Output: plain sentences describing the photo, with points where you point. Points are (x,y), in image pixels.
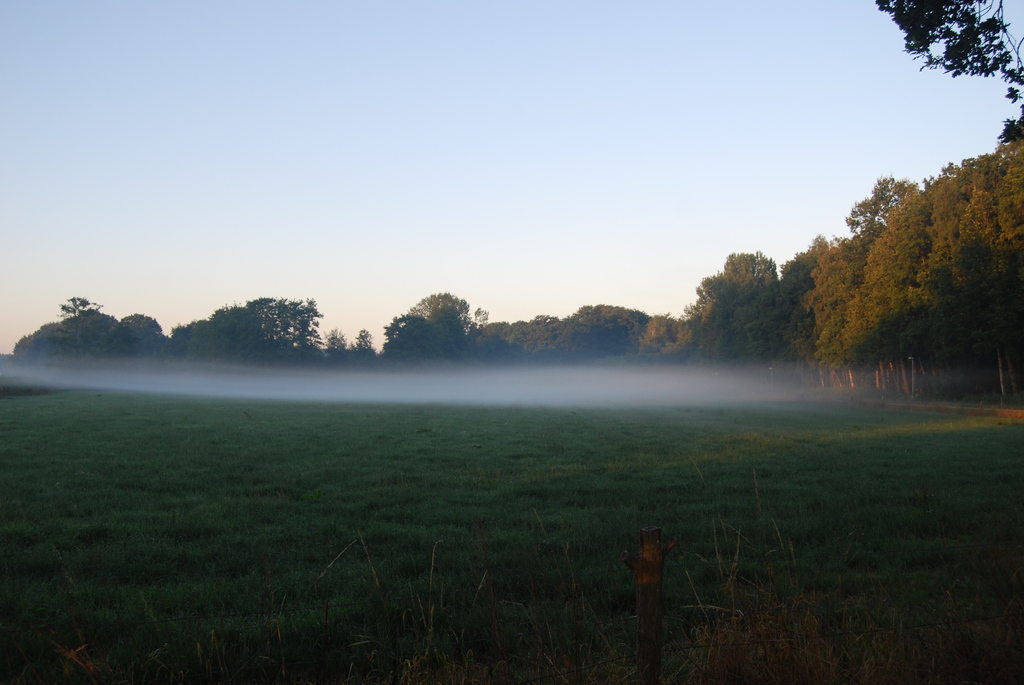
In this image there is a grassland (402,454) having few trees (896,358). Top of the image (588,131) there is sky (583,90).
